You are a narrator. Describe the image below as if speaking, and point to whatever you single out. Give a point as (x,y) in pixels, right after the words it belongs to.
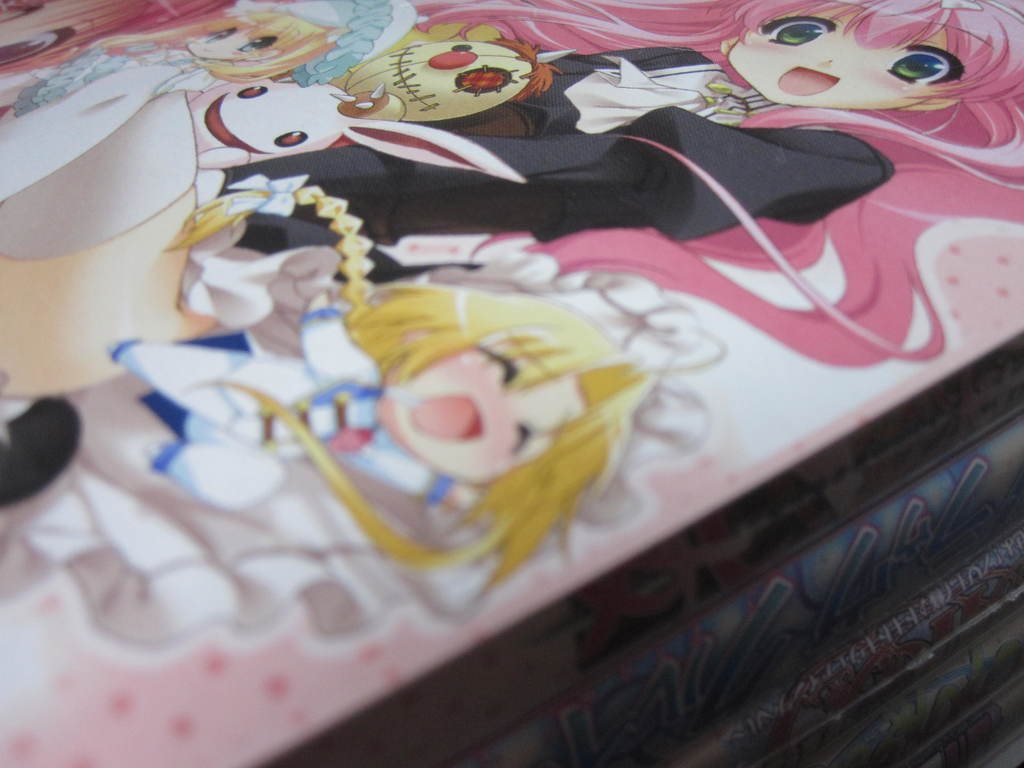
In this image there are some books (630,593), and on the books (259,191) there is some art (325,250).
